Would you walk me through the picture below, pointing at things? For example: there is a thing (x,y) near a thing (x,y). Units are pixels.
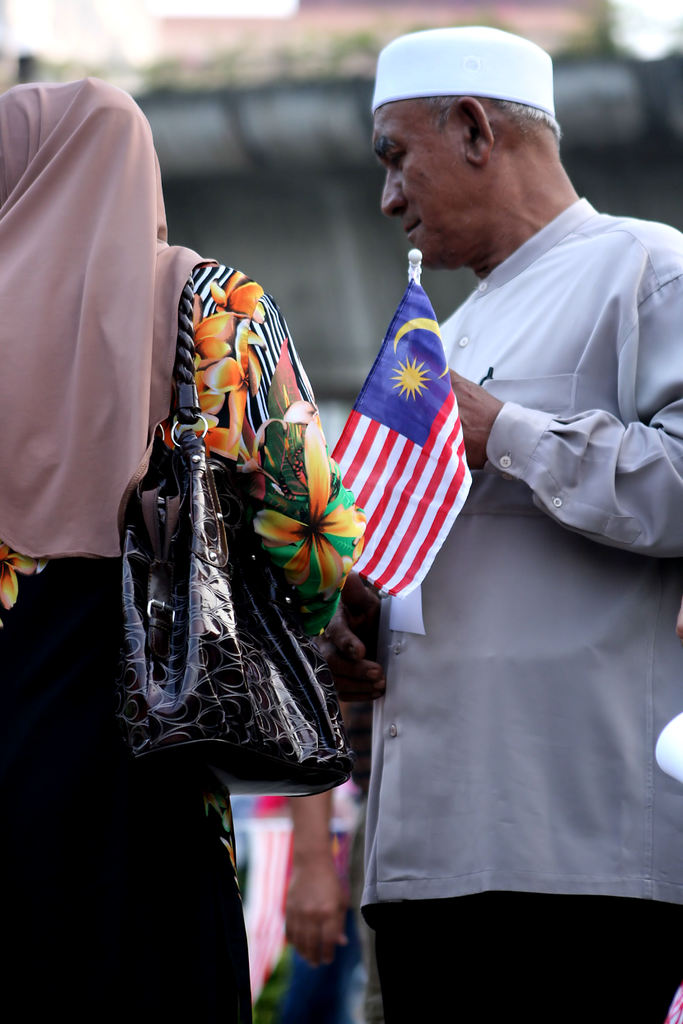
In this image there is a man (525,643) and a woman (86,676) standing. The woman (110,402) is wearing a handbag (240,640). The man (538,458) is holding a flag (431,417) in his hand (469,433). the background (265,195) is blurry. At the bottom (332,884) there is a hand (314,908) of a person (314,894) behind them.
